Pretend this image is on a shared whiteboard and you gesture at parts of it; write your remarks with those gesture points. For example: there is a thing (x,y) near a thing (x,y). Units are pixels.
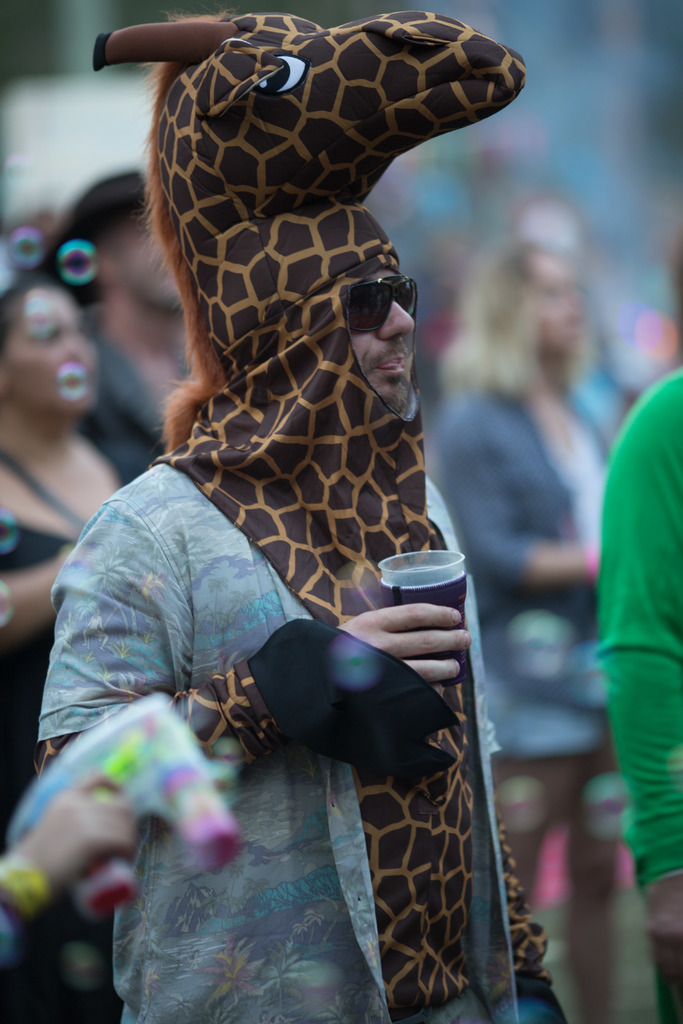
In this image there is a man (361,710) wearing a giraffe dress (327,492) is holding a glass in his hand (425,623), is staring at something, behind the person (220,304) there are few other people (108,307) standing.
